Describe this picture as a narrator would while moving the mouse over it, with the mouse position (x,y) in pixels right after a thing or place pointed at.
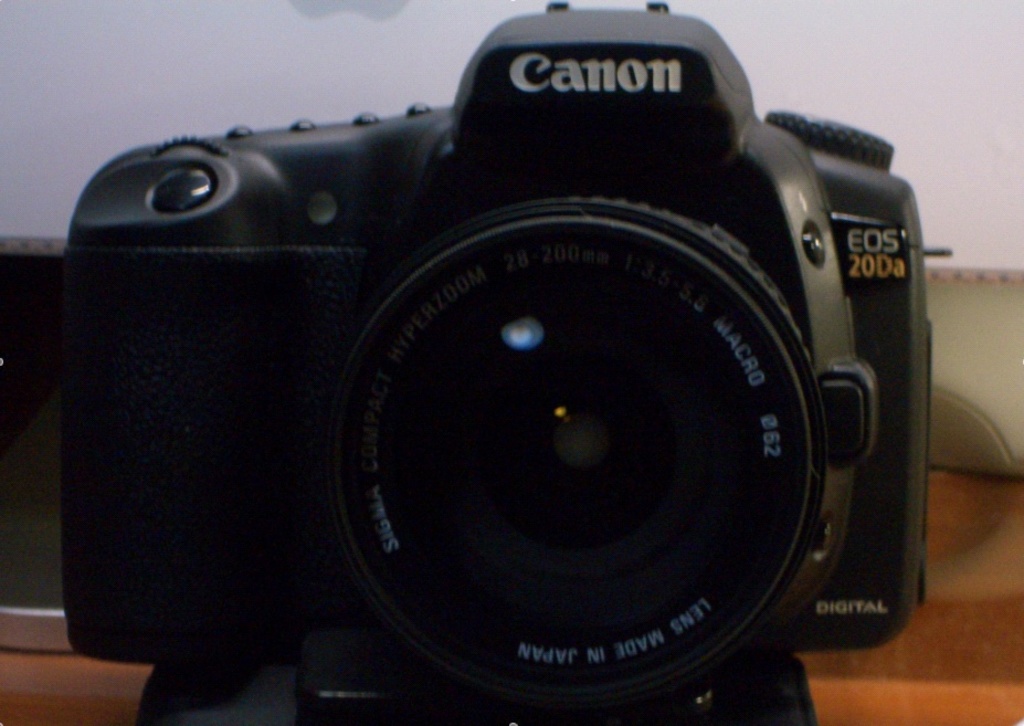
In the picture we can see a camera (152,479) on the table (953,521), the camera (617,132) is black in color with lens (525,576) and adjuster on top of it and we can see a name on it as Canon, behind it we can see a white surface (62,83).
